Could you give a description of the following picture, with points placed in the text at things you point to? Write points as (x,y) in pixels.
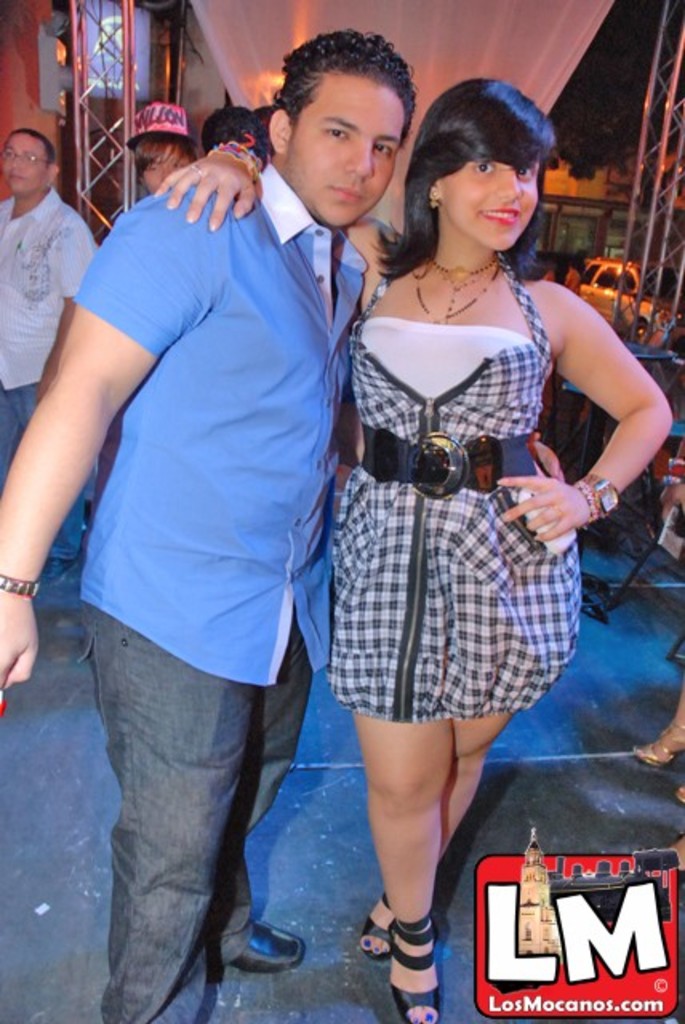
In this image there is a couple (387,504) posing for the camera with a smile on their face (334,157), behind them there are a few other people (265,126) standing, in the background of the image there is a car (619,281).
